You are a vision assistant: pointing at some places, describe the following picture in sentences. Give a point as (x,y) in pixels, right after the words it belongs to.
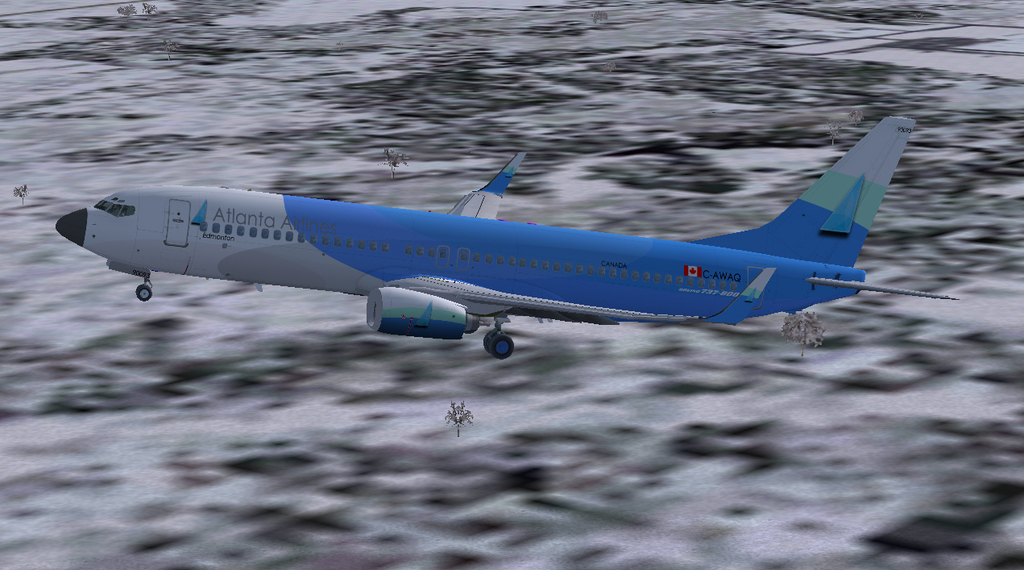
In this image I can see an airplane (464,265) flying in the air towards the left side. The background (12,378) is blurred.
